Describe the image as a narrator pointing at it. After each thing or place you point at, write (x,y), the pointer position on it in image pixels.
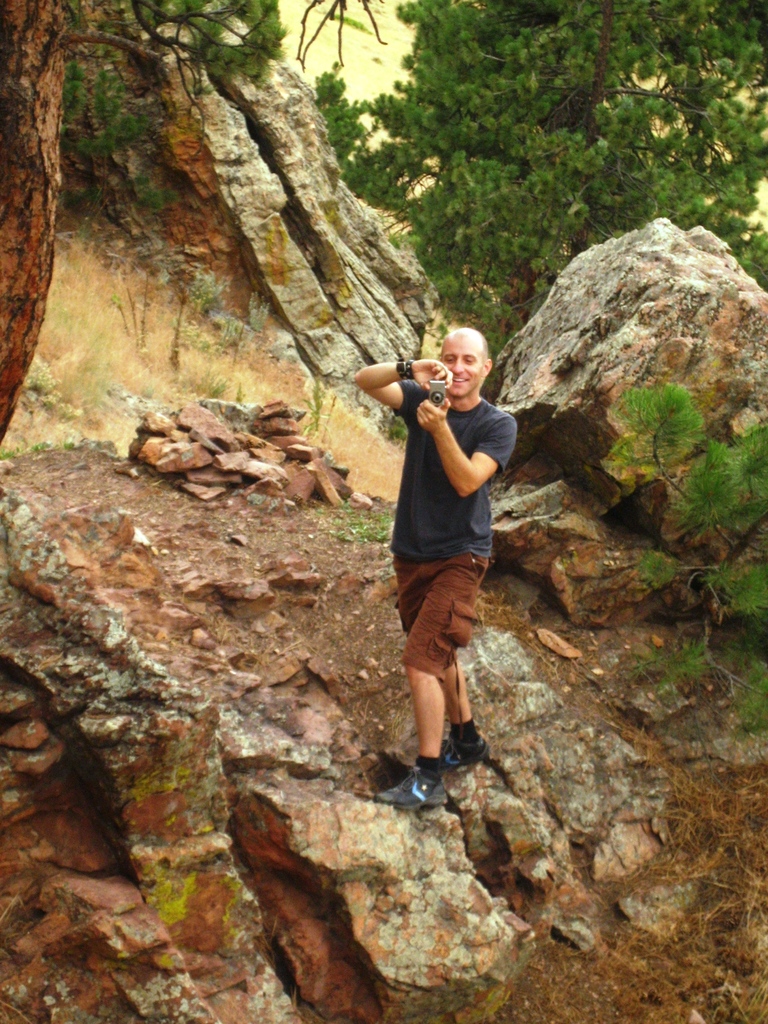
In this image I can see a person (439,791) standing wearing black color shirt (460,528), brown color short (451,583) and holding a camera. Background (210,110) I can see few rocks (217,150) and trees (501,83) in green color.
